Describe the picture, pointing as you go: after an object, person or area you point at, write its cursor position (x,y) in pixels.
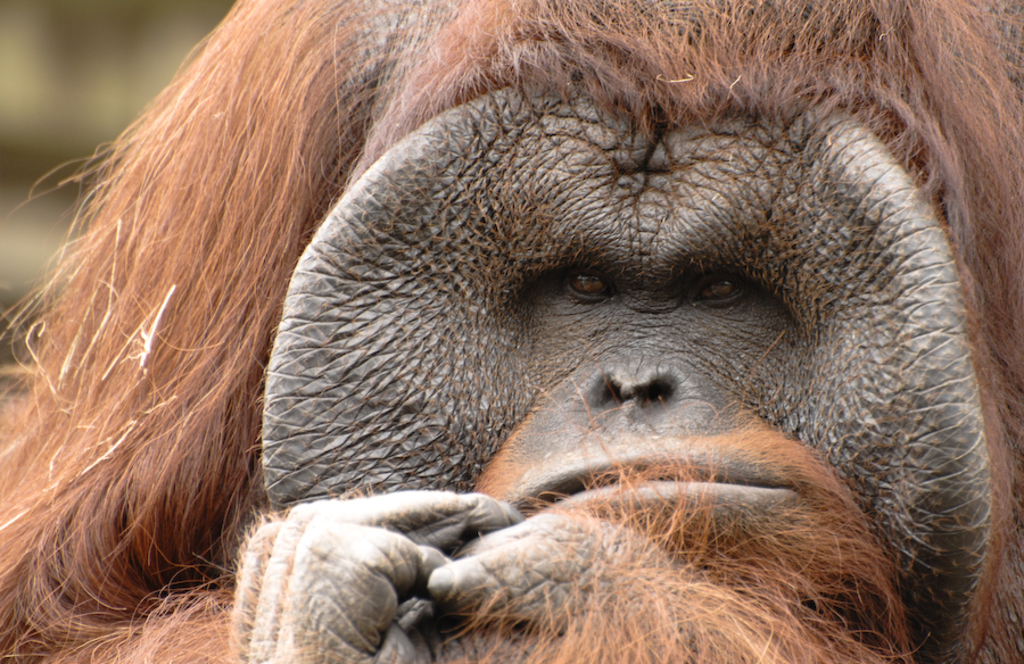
This image consists of an animal (532,414). Only the face (463,295) and hands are visible. It is in reddish-orange color.
